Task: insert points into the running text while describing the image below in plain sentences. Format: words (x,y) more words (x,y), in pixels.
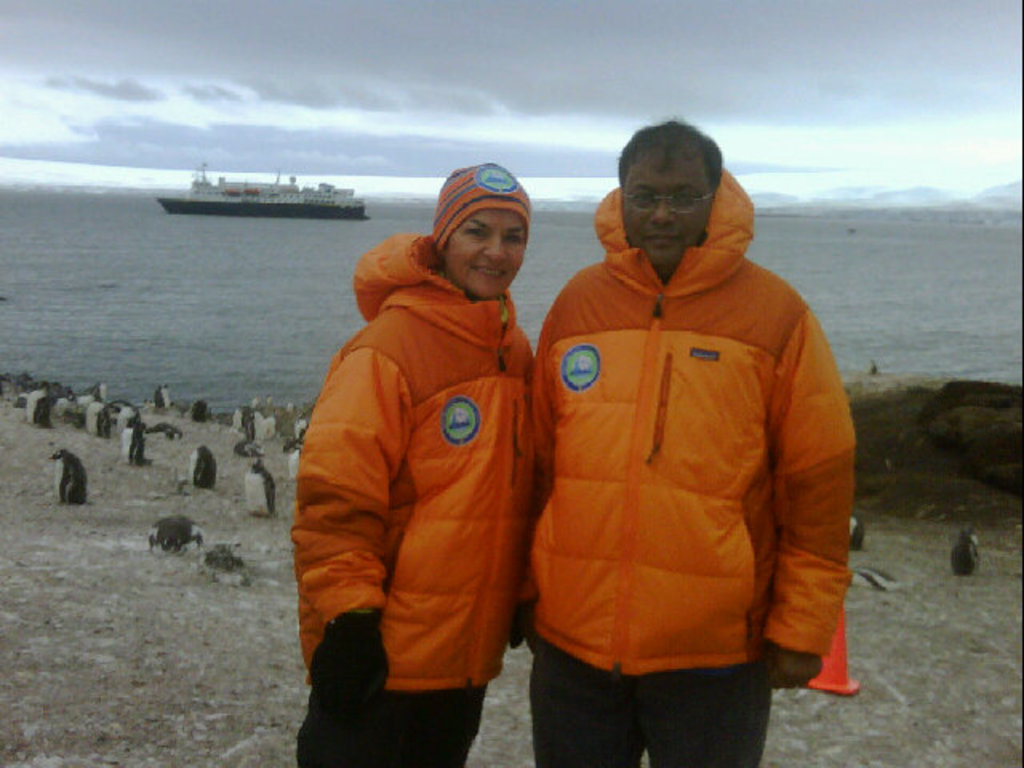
In the image there are two people (516,517) standing and posing for the photo and behind them there are penguins (63,403) and in the background (143,269) there is a sea (267,227) and there is a ship (323,216) floating on the sea (254,224).
